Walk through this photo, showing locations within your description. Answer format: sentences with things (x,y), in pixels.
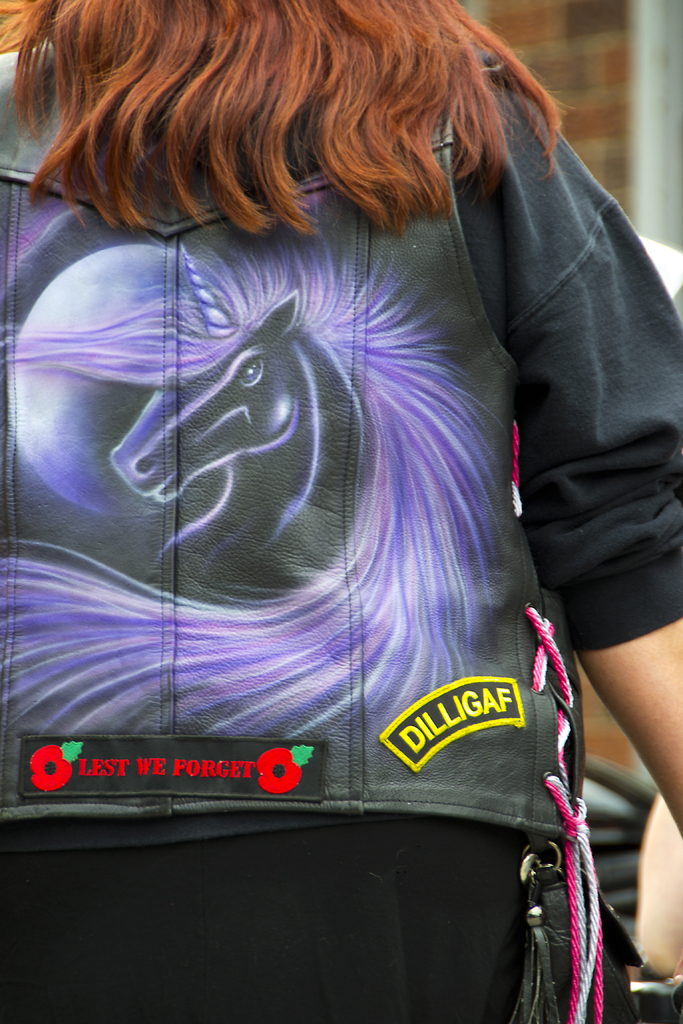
In this image I can see a person (333,312) wearing black jacket (349,705) and black pant (412,868) and I can see something written on the jacket (429,805).
